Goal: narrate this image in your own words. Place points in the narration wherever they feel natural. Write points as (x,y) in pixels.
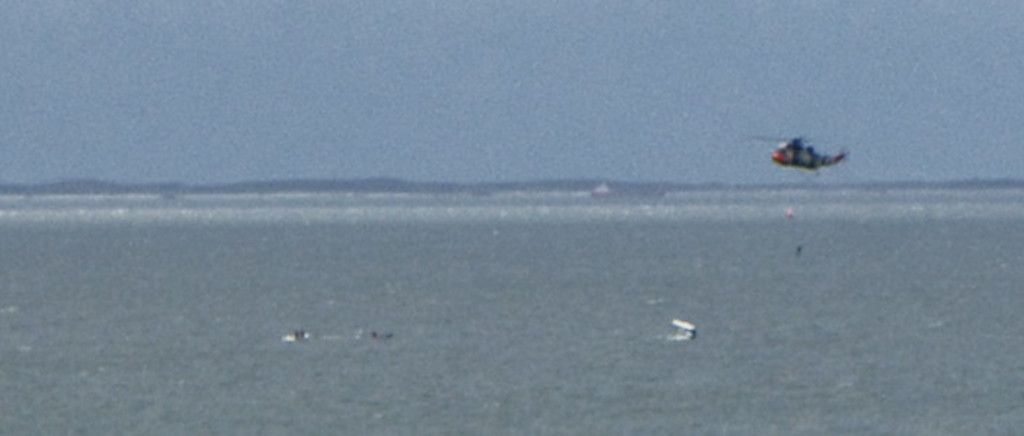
In this picture there is a rescue helicopter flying in the air (644,177). On the bottom side (794,405) there is a sea water (364,353) and two men (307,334) in the water (288,312). Behind there is a some mountains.
